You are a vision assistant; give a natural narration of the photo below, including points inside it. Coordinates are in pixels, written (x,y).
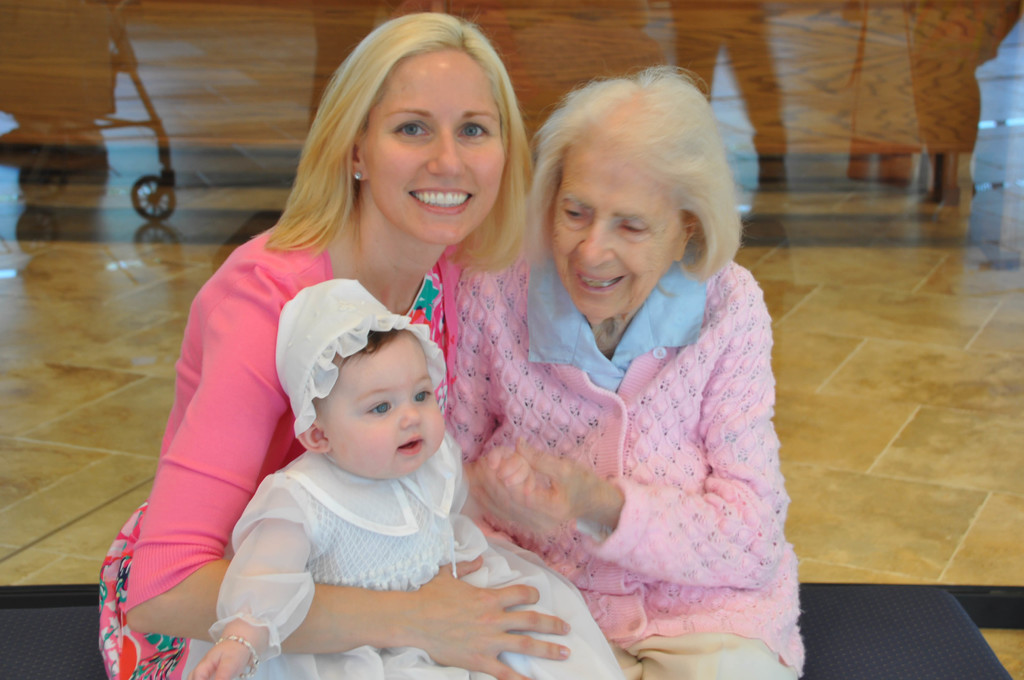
In the image few people (265,645) are sitting and smiling.
